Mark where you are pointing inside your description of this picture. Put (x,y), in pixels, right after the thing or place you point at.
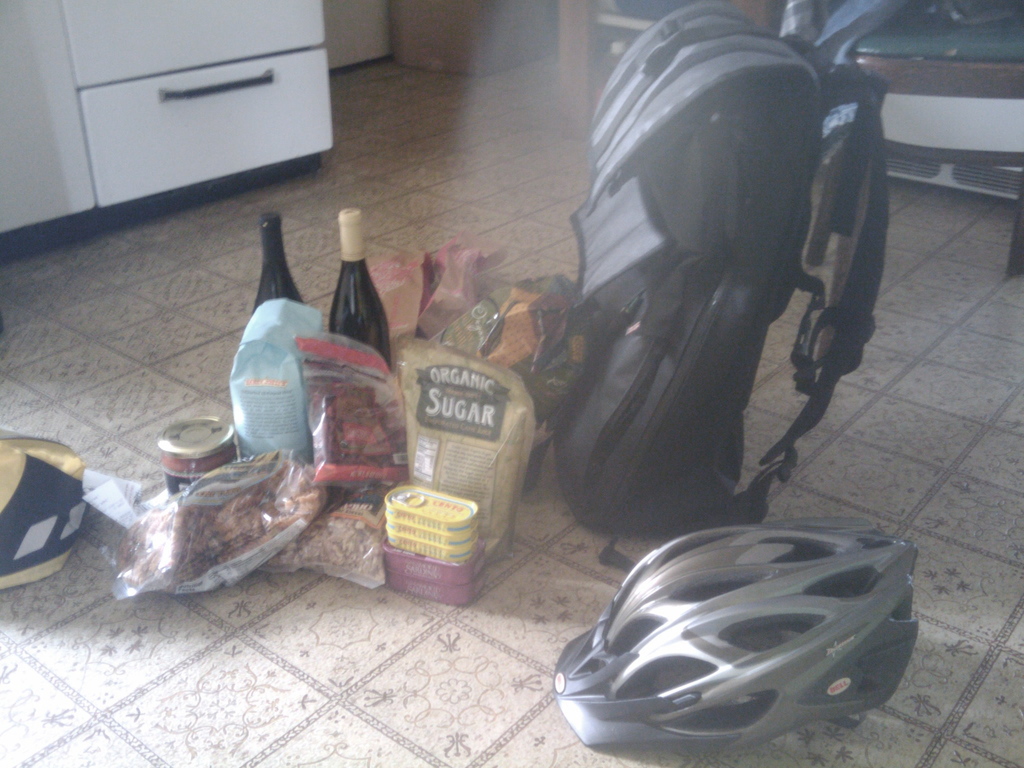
In the background (609,41) we can see few objects (875,41). In this picture we can see bottles (344,251), helmet (809,652), backpack (800,424), jar (191,437) and few objects (450,554) on the floor (542,534).
